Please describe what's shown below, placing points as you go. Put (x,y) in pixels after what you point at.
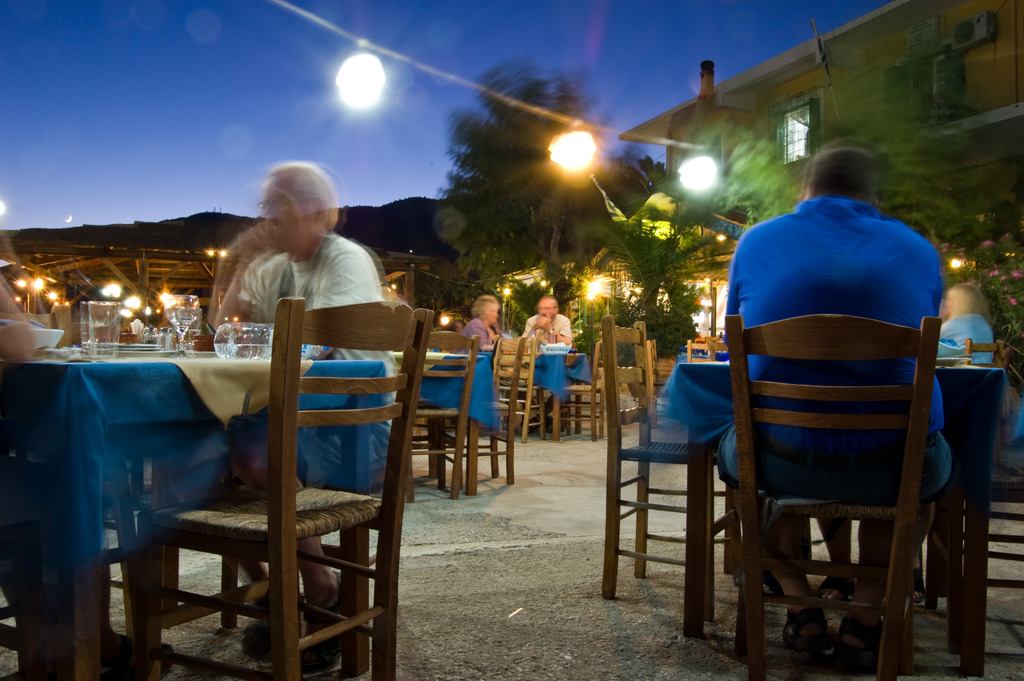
On the right (882,544) a man (779,524) is sitting in the chair (897,549) and the left a man (352,298) is eating the food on the table (99,435) in the middle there are lights (691,166) building (702,152) and sky (182,140).
